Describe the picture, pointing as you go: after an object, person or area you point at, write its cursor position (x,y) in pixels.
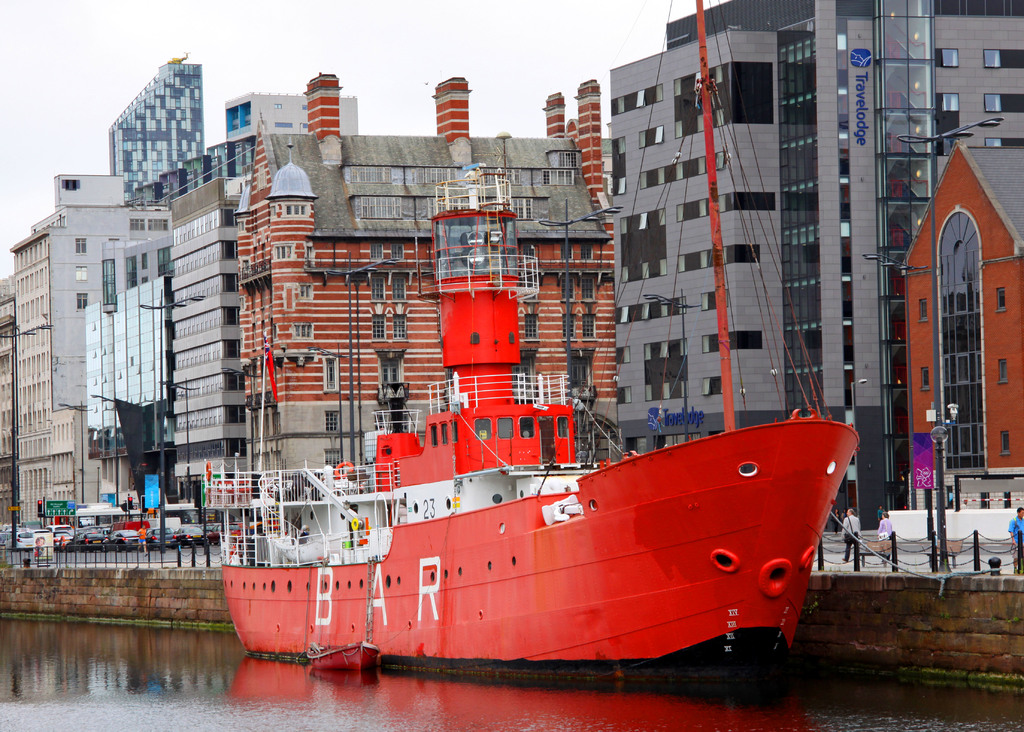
In this image we can see few buildings (234,291). Few cars (87,542) are waiting near a traffic signal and few people (852,518) are walking at the bottom of the image (75,537).
